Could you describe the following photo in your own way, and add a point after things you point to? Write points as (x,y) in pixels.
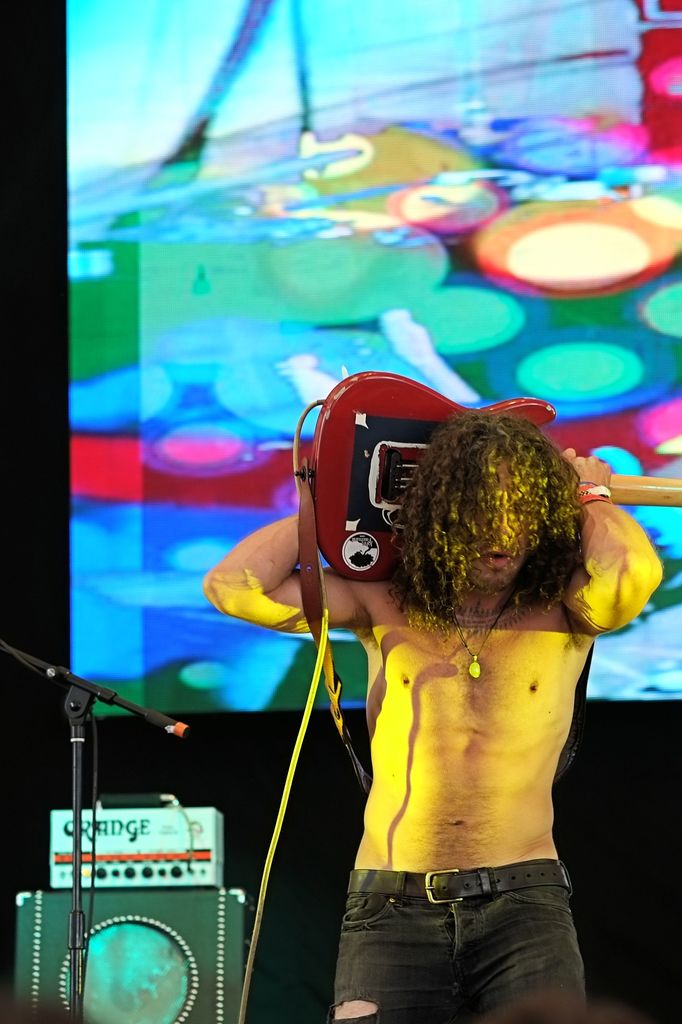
In this image we can see a person (498,529) standing and holding a guitar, beside him there is a microphone stand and a few other objects (297,742), behind him there is a screen (403,322).
